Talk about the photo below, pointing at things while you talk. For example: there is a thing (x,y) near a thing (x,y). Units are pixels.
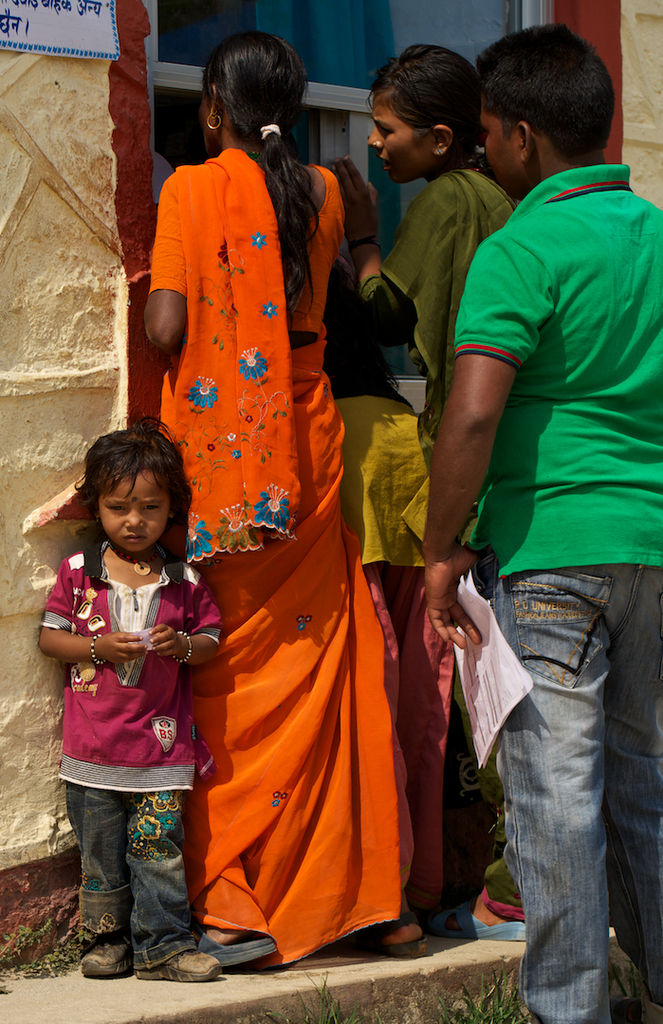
In the center of the picture (260,362) we can see women (292,245), men (557,245) and a kid (131,664) standing on a staircase (517,952). On the left (54,306) there is a wall (54,95) and a board (97,33). At the top (310,40) it is looking like a glass window (336,35).
